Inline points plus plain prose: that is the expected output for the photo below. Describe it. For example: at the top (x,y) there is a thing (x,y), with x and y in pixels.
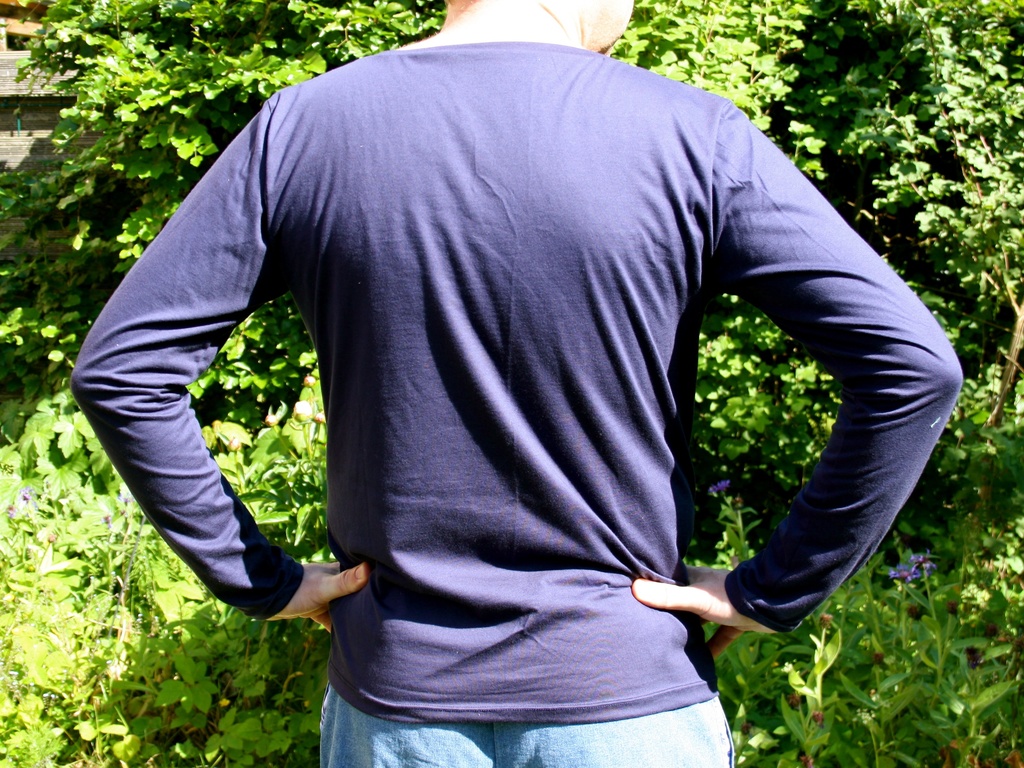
In this image I can see a person (677,701) is standing on the ground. In the background (898,752) I can see trees (180,160) and a building (44,153). This image is taken may be during a sunny day.
